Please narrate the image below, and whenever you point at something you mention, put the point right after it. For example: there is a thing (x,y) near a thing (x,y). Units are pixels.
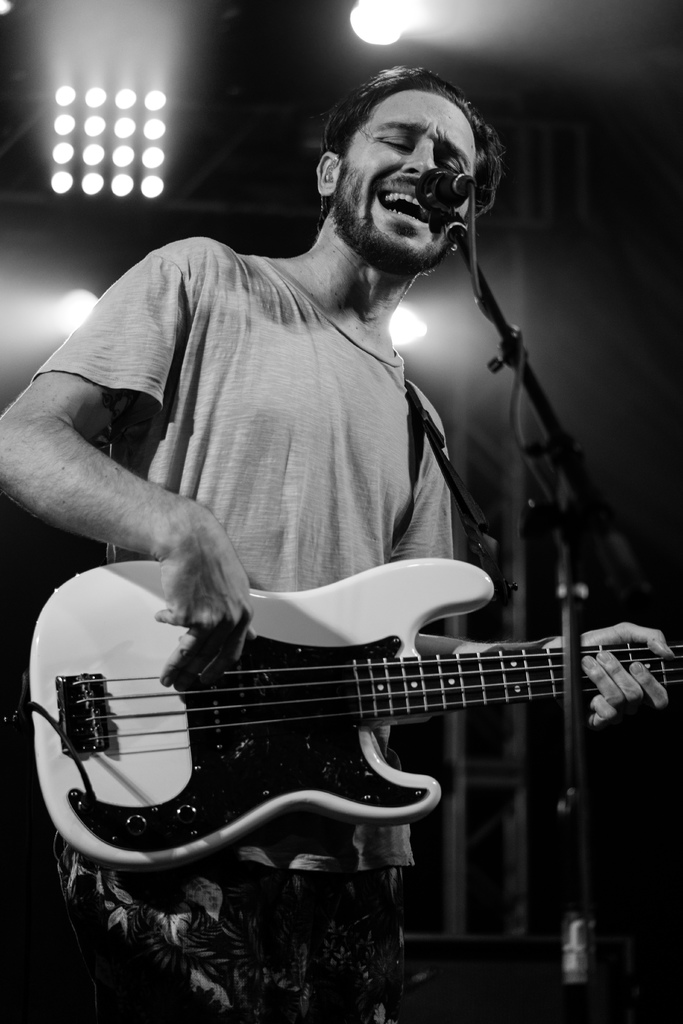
In this picture there is a person (117,950) who is standing at the left side of the image (160,514), by holding the guitar (360,628) in his hands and there is a mic (430,184) in front of him.
